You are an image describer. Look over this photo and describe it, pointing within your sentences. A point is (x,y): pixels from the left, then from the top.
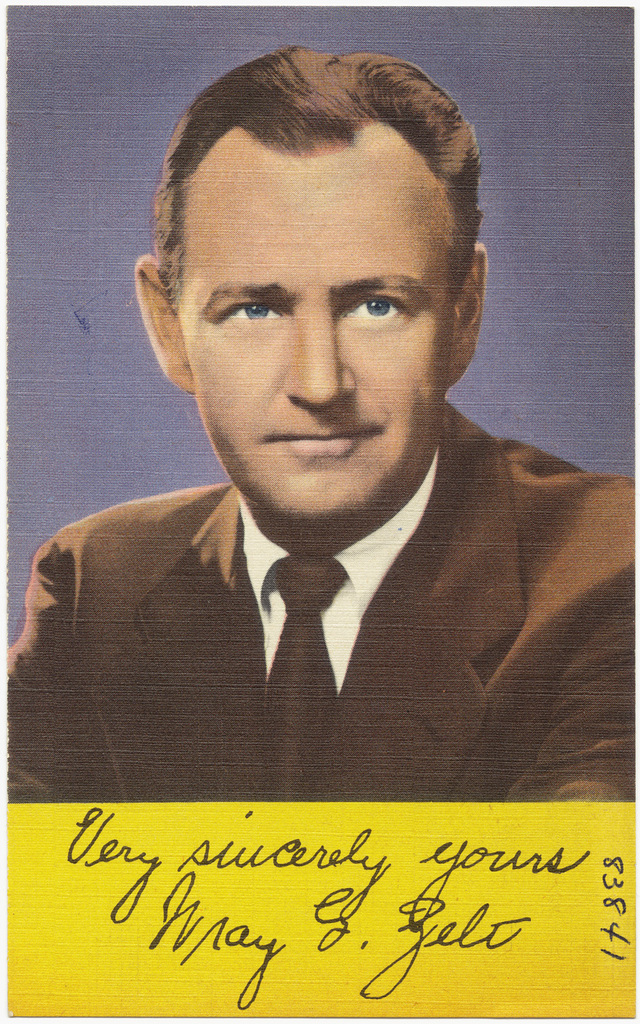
In this picture, we can see some art (225,602), and some text (288,936) on it.
